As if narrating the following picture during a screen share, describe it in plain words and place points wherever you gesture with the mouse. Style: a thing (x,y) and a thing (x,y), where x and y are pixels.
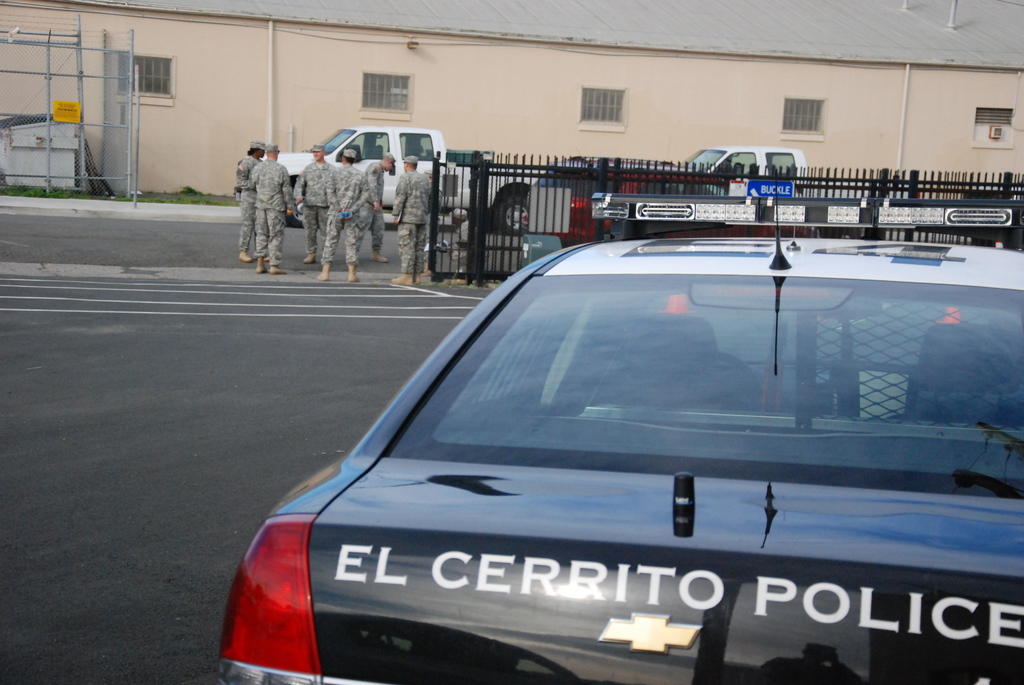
In the image there is a car (656,396) on the right side of the road (191,448), in the middle (374,239) there are few men (357,198) standing beside a fence (481,243) and over the back (680,18) there is a building (318,71) with some cars (741,162) in front of it.
